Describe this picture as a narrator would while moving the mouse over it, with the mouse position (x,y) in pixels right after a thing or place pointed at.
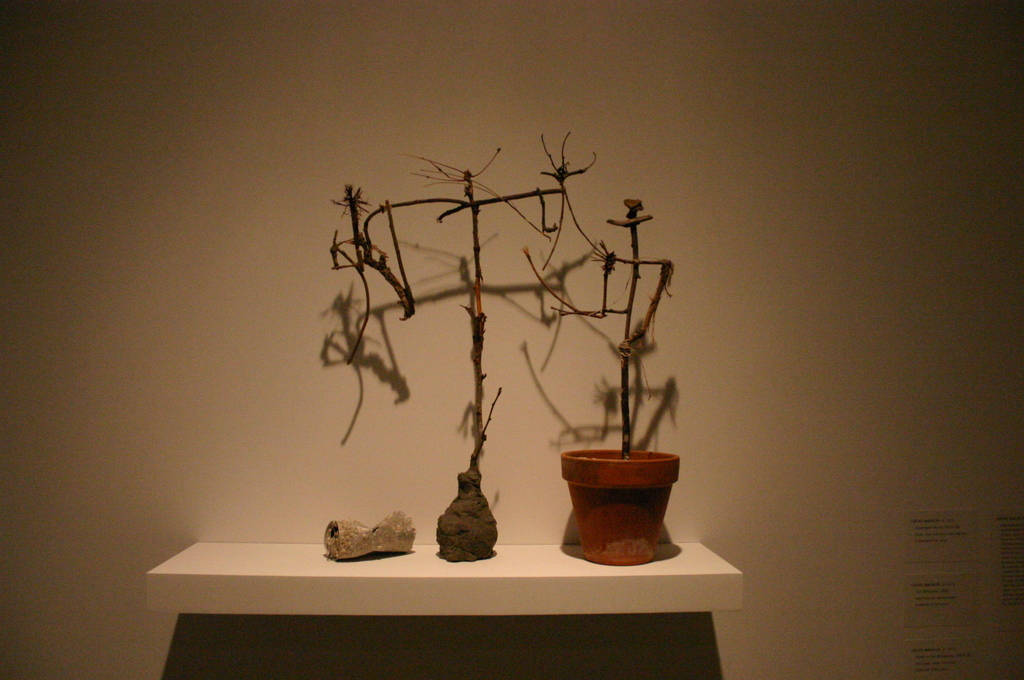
In front of a wall (114,502) there is a shelf (476,561) and on the shelf (527,563) there is dry plant (624,441) and two other objects (471,517). The shadow (594,432) of the plant (538,278) is being reflected on the wall (486,274).
